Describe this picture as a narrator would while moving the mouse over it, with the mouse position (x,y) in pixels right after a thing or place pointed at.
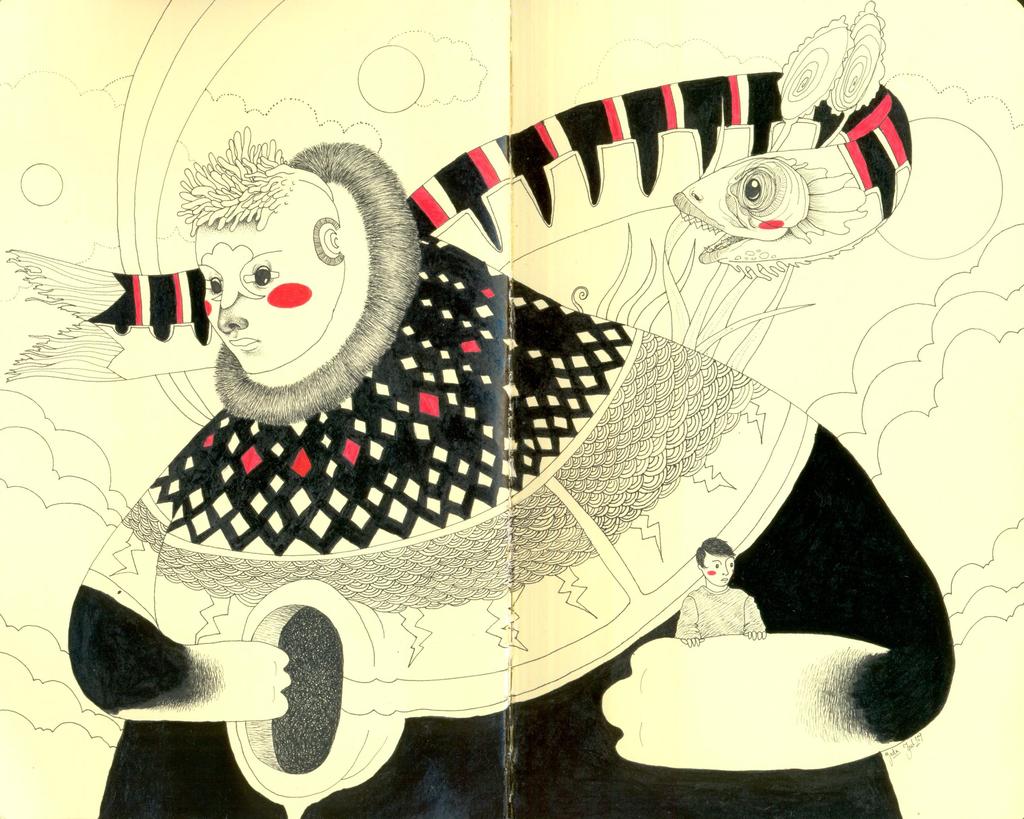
In this image, It looks like a drawing (564,580) on the paper (826,441). Here is a person (702,634). I think this is a kind of a fish (680,214).
